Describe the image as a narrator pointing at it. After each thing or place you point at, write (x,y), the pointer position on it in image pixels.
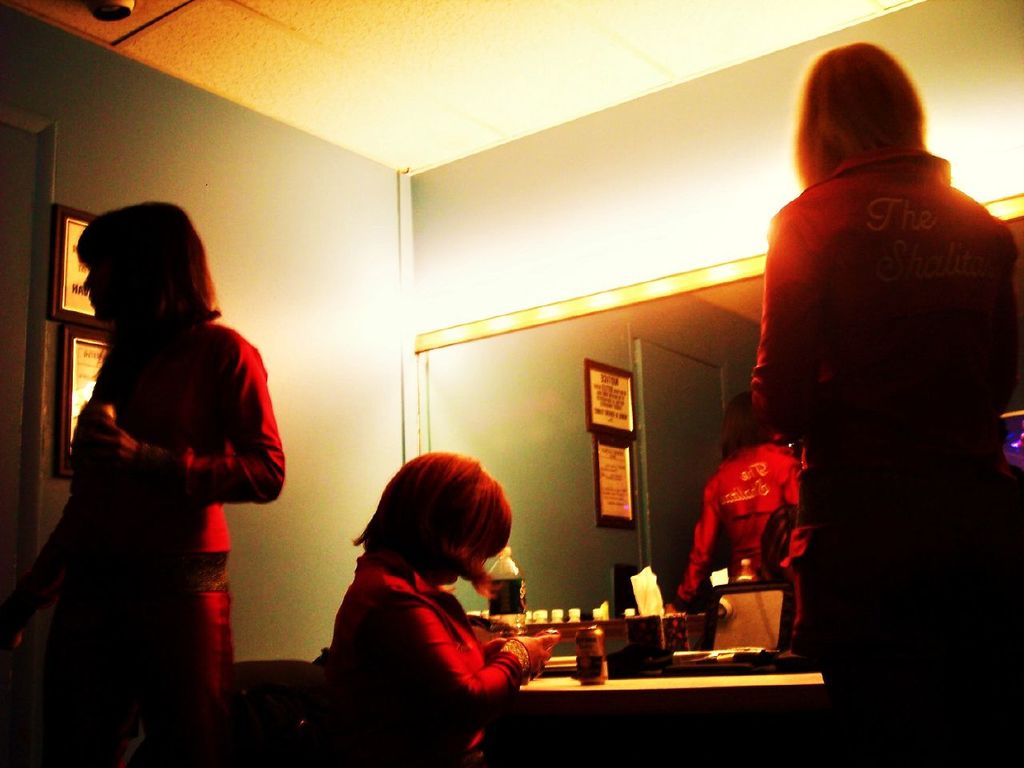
In the center of the image (494,485) we can see a person (452,631) sitting. At the bottom (639,697) there is a table (687,687) and we can see tins (600,626), bottle (514,598) and some objects (689,631) placed on the table (658,693). There are people (808,305) standing. In the background (551,422) there is a mirror (564,398) and a wall (328,237). We can see frames (85,316) placed on the wall (304,392).
